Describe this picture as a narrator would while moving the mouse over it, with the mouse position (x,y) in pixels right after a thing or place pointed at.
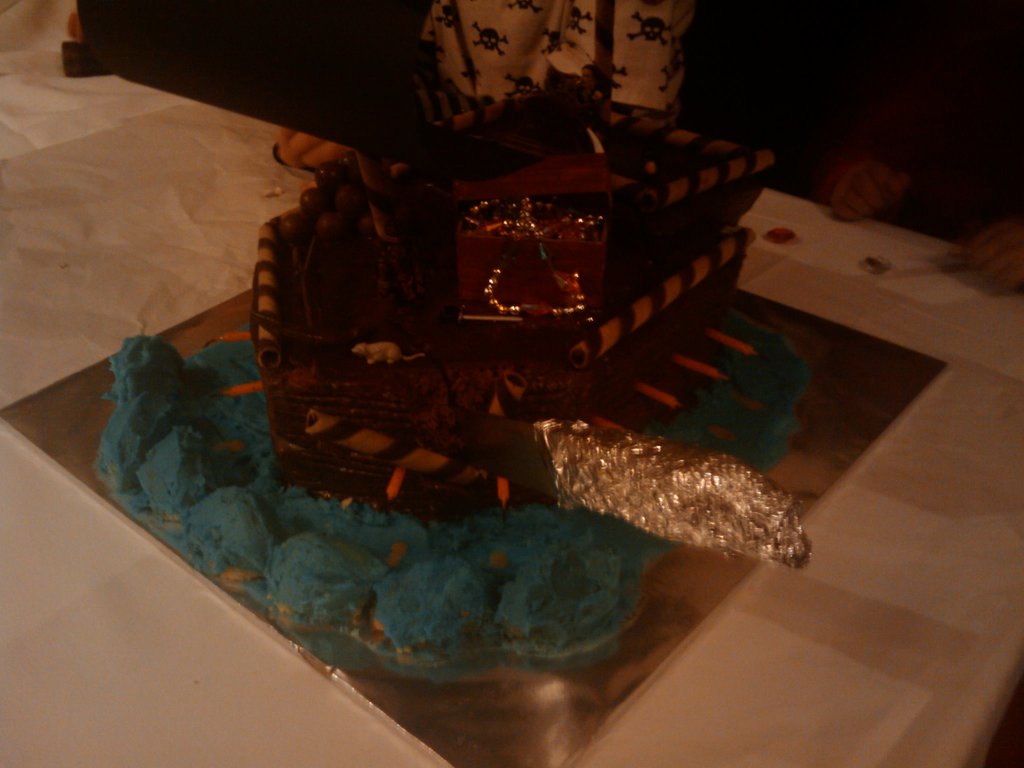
In this image we can see an object (334,502) on the white color surface (712,678). At the top of the image (514,23), we can see two people (474,17).
